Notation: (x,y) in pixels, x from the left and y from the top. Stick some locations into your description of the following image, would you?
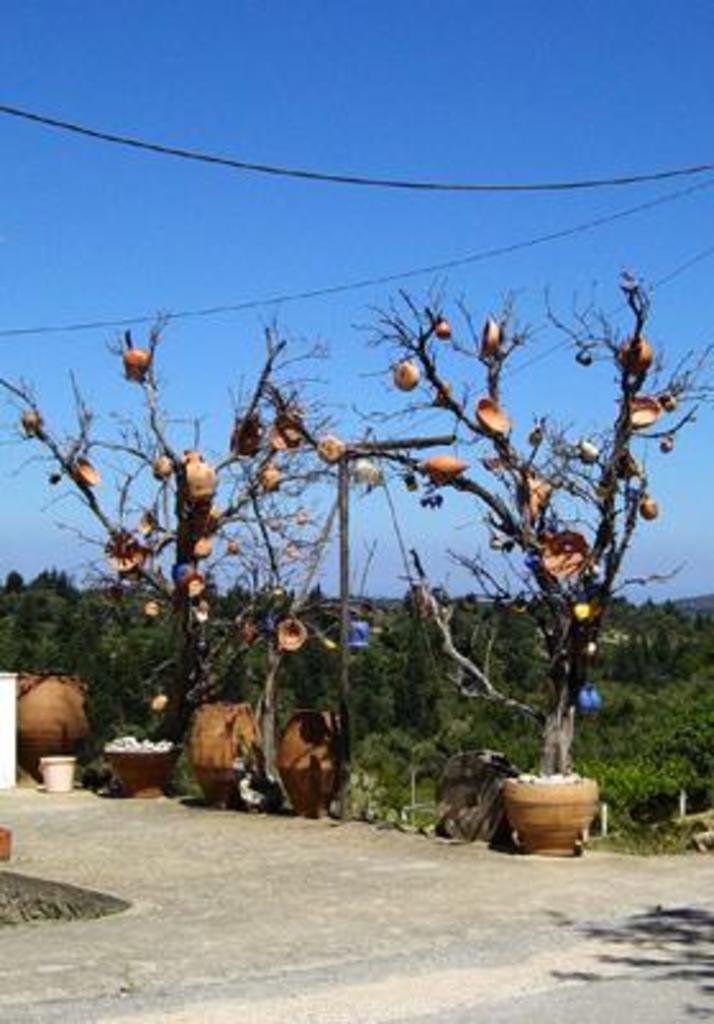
in this image there are some trees (379,681) in the middle of this image (300,565) and there is a sky (372,262) at top of this image (311,204) and there are some pots (193,745) at bottom of this image (33,713).
